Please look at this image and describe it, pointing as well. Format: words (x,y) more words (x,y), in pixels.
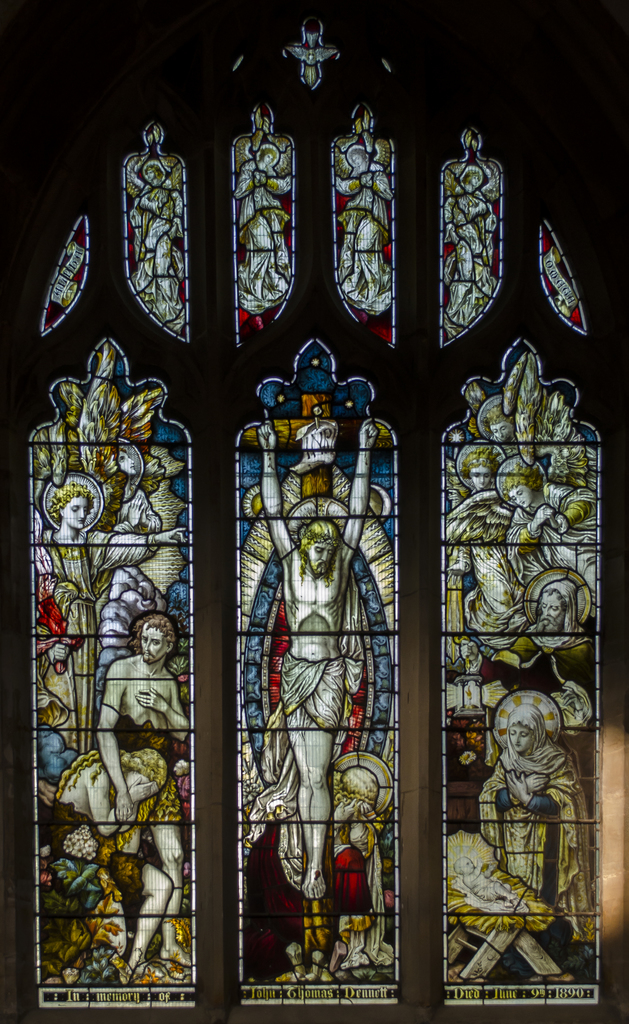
In this image we can see windows (338,649) with design (293,723).
